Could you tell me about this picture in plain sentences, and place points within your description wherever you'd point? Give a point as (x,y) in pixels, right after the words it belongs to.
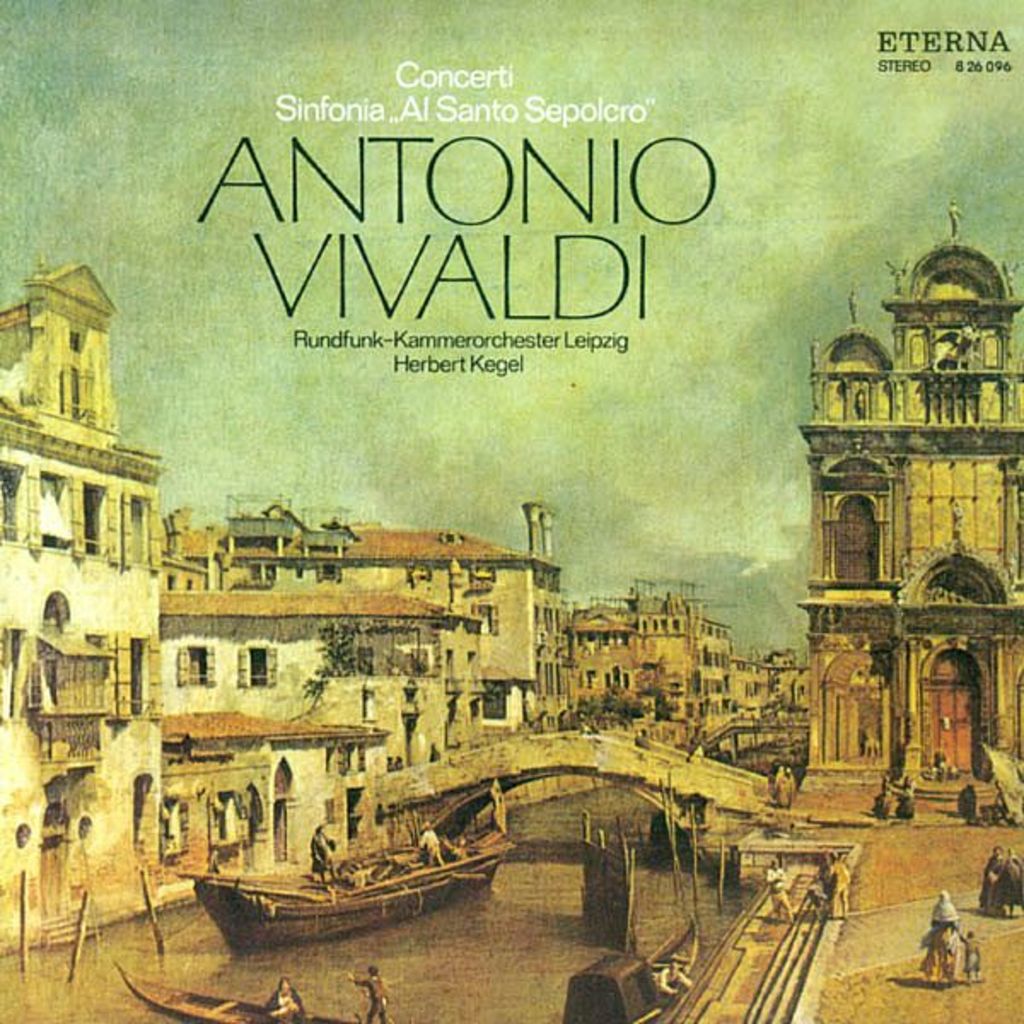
In this picture, there are buildings (758,709) on either side of the lake (270,969). In the center of the lake (547,836), there is a bridge (616,768). On the lake (564,827), there are boats (362,920). Towards the right bottom (939,927), there are people (999,805). On the top (594,121), there is some text (659,190). In the background (814,299), there is a sky (529,497).
